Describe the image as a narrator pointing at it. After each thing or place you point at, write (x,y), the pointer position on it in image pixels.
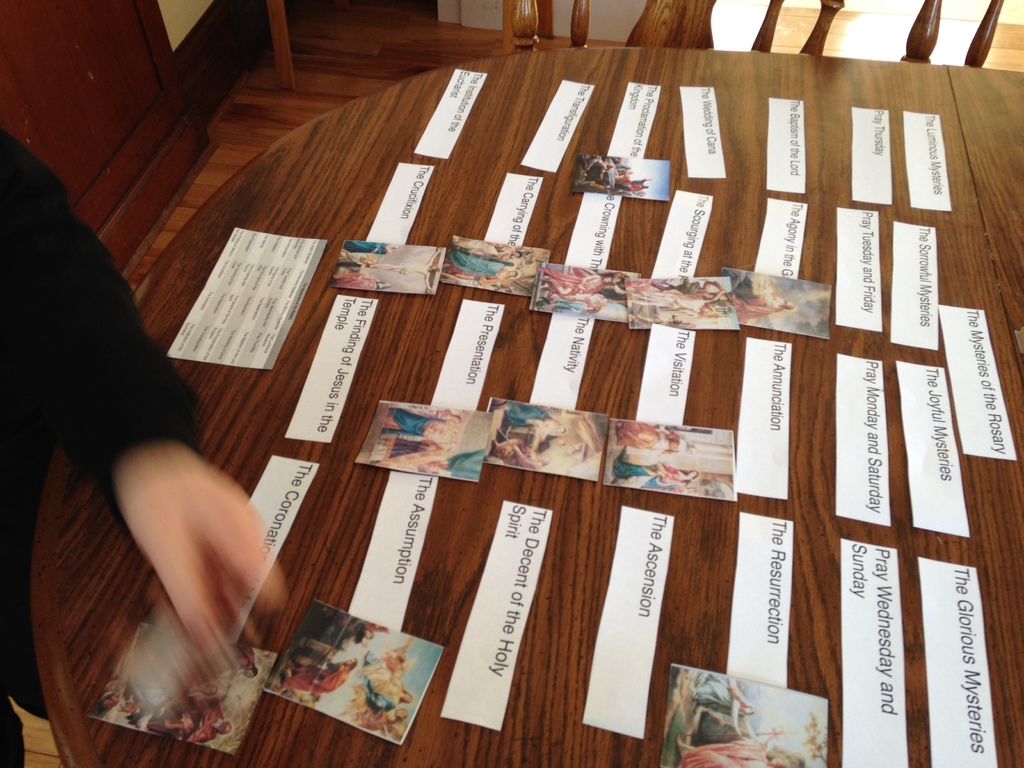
In this image, we can see some posters (330,409) with text (334,395) and images (766,310) are placed on a table (434,761). We can also see some wooden objects (103,82). We can see the ground (330,56) and an object (176,112) on the top left corner (172,199).
